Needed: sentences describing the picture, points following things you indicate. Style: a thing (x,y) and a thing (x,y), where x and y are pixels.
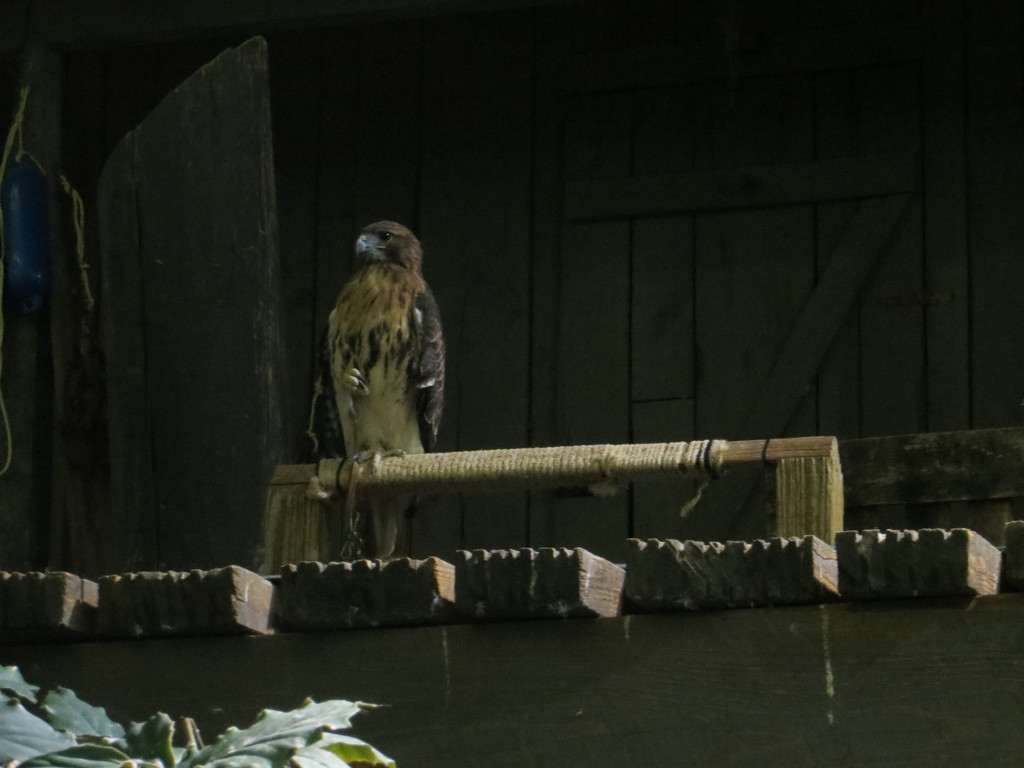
In this image I can see the plant (189,745), wall (418,669) and the bird (368,395) on the wooden object (369,467). I can see the bird (372,389) is in brown and black color. I can see the black background (833,313).
